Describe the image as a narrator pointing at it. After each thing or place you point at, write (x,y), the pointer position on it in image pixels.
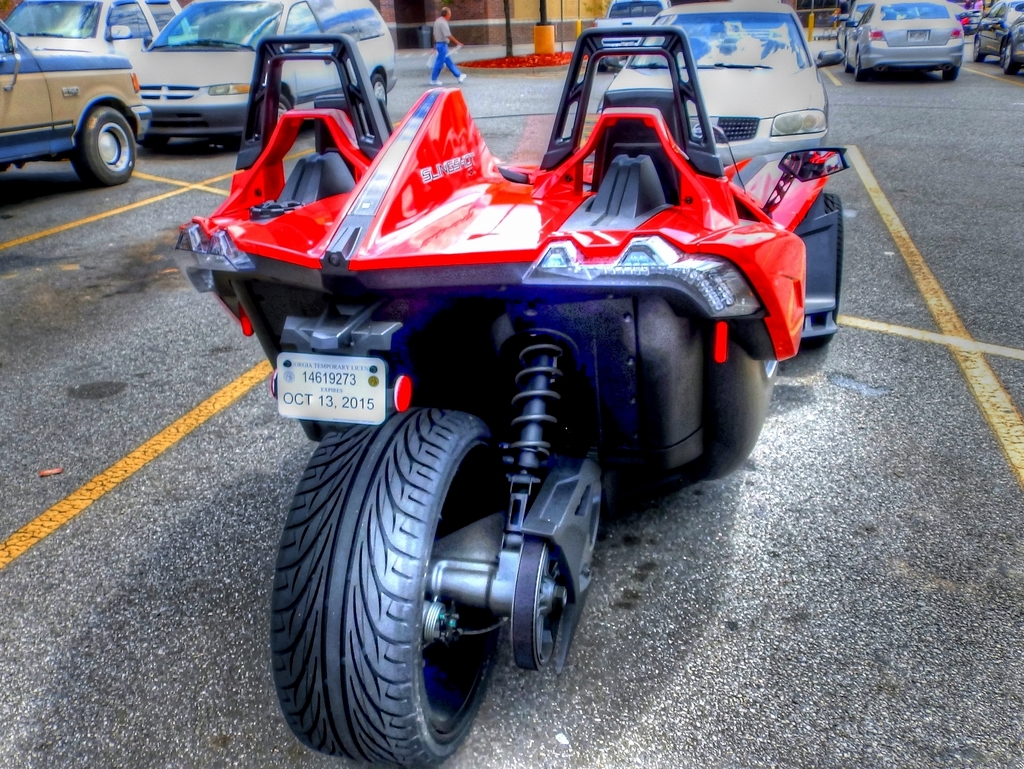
In the image we can see there are many vehicles (695,149) on the road (553,112). We can even see a person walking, wearing clothes (439,31) and here we can see the number plate (341,391) of the vehicle (355,404).
